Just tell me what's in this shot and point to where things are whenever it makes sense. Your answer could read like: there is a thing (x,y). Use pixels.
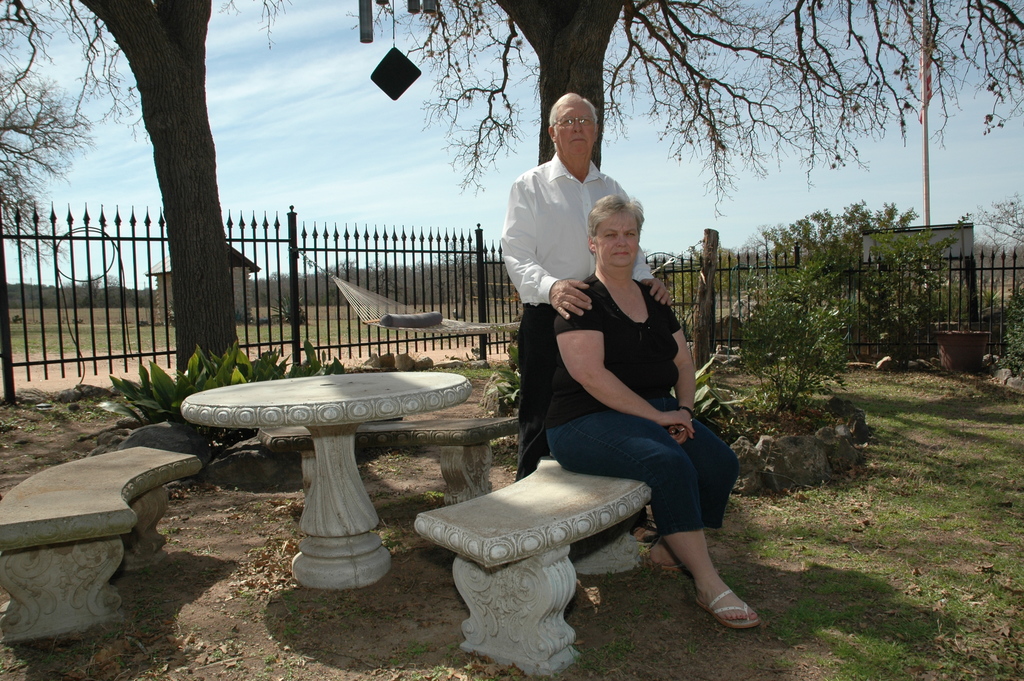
In this image there are two persons (584,360) lady person (622,354) wearing black color dress (608,339) sitting and male person (584,240) wearing white color dress (549,240) standing on the floor (448,370) and at the background of the image (420,252) there is a fencing (346,231) and trees (403,286).
